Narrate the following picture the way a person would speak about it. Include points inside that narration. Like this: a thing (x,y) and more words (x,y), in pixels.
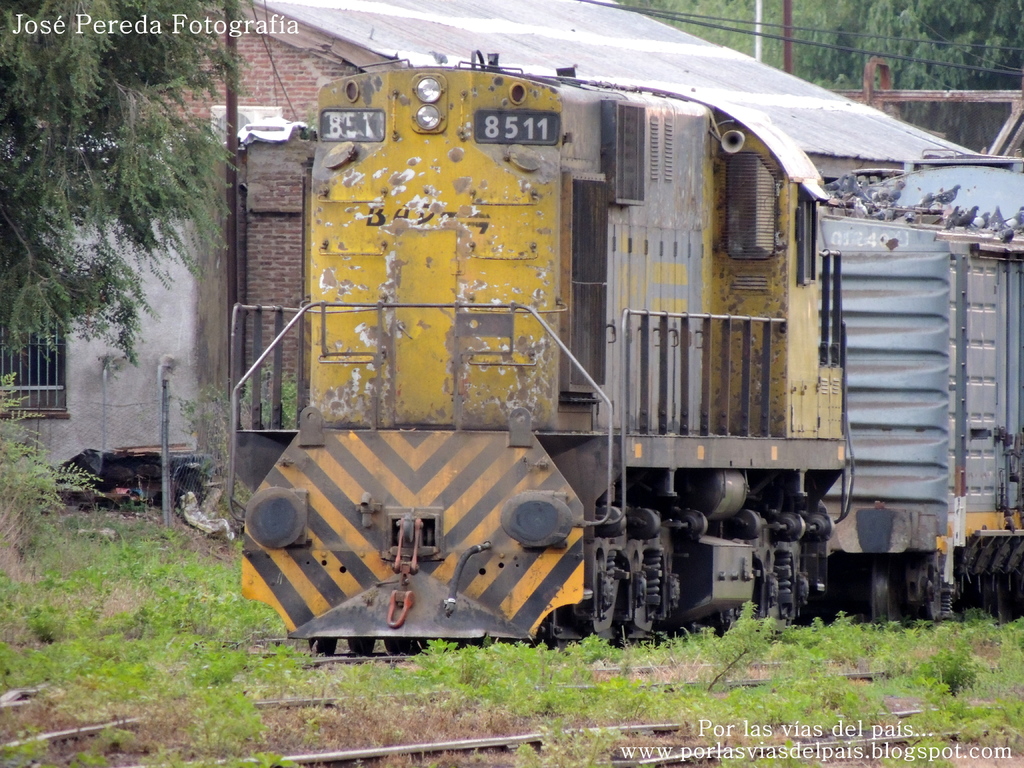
There is a train (456,319) in the foreground area of the image (379,413) and grassland (635,646) at the bottom side (714,672), there are trees (840,35), poles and a building (627,47) in the background (64,61). There is text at the top side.
